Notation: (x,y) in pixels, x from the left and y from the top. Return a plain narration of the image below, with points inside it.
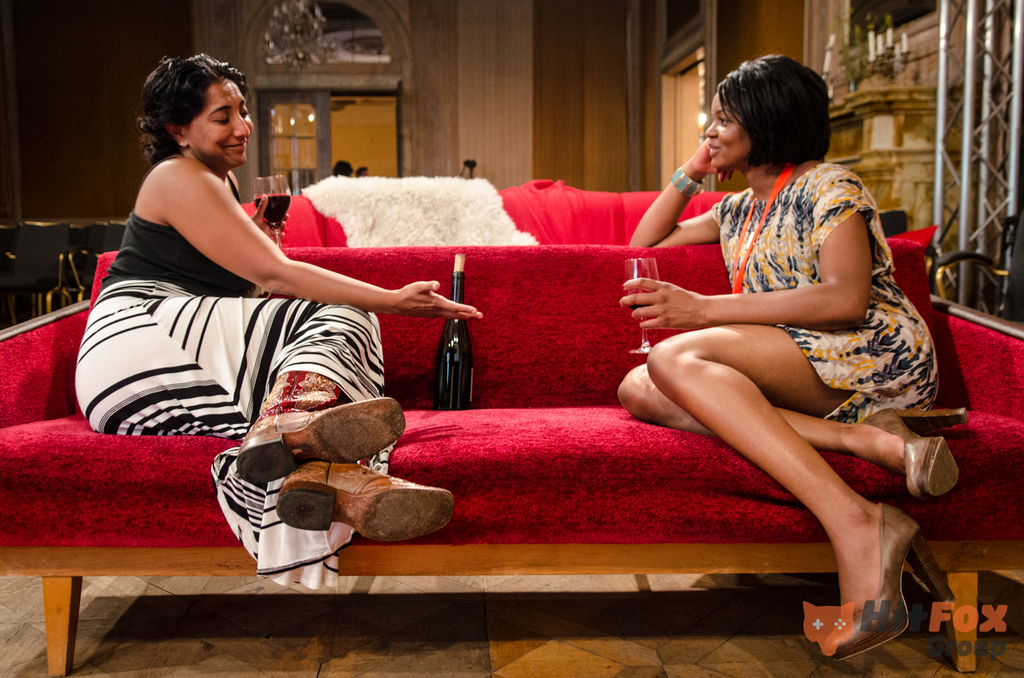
In this image there are two women (179,269) sitting on sofa (451,428) there is a wine bottle (460,361) between them the girl (755,387) to the right side (838,236) is holding a glass (638,267) with her hand (643,297). At the background (551,70) there is wall (561,82) and door (327,113). To the left side (40,239) there are chairs (49,230).
